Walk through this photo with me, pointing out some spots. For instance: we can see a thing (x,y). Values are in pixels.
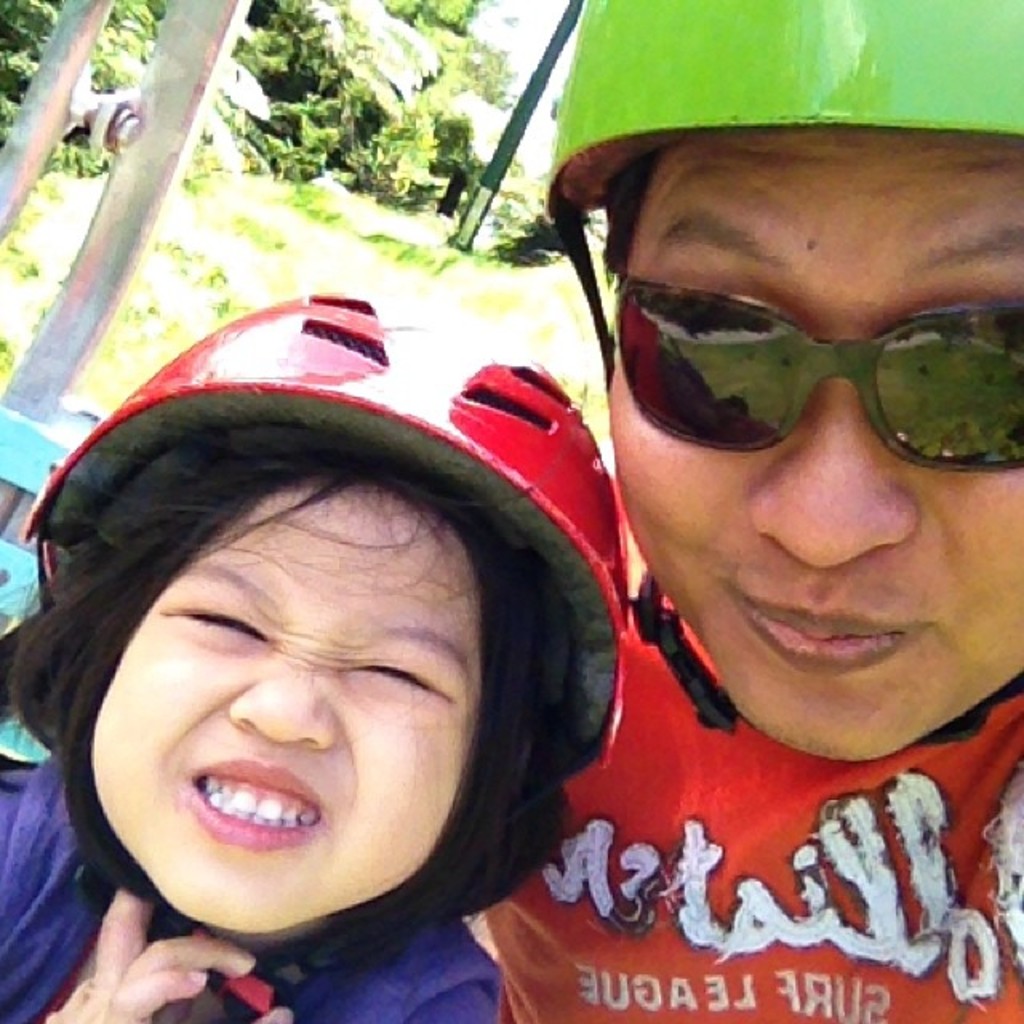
In this image, we can see a few people (744,330) wearing helmets (492,458). We can see some poles (539,100) and trees (463,149).
